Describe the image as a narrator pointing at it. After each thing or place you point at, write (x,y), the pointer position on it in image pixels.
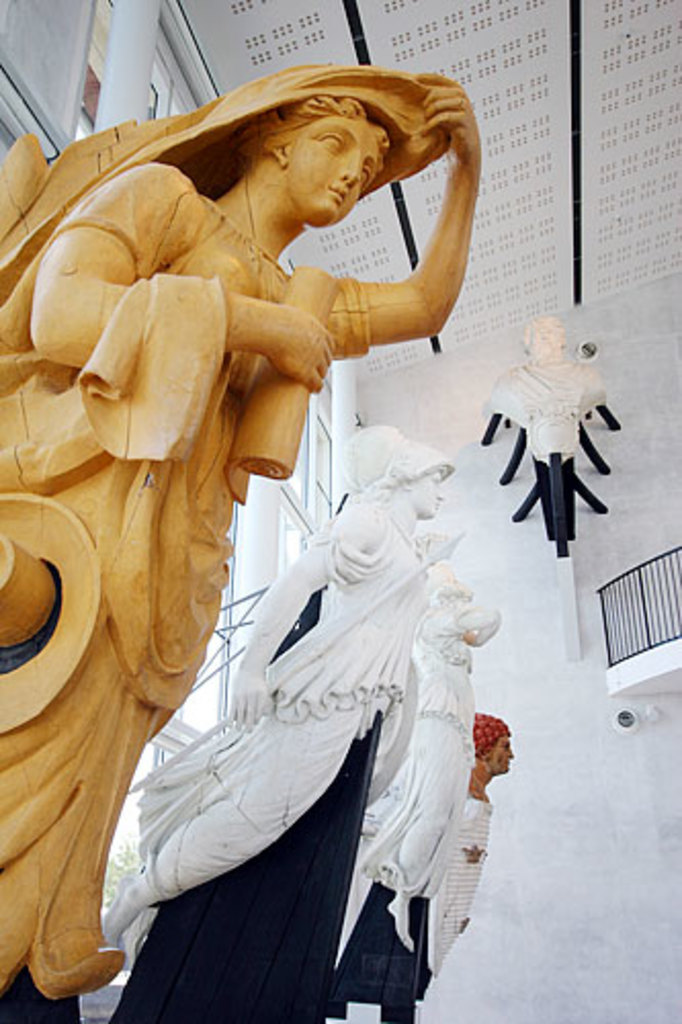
In this image, we can see statues (504,754), wall (535,782), railing (633,619), rods (644,605), glass object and poles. Top of the image (651,122), we can see the ceiling (557,125).
